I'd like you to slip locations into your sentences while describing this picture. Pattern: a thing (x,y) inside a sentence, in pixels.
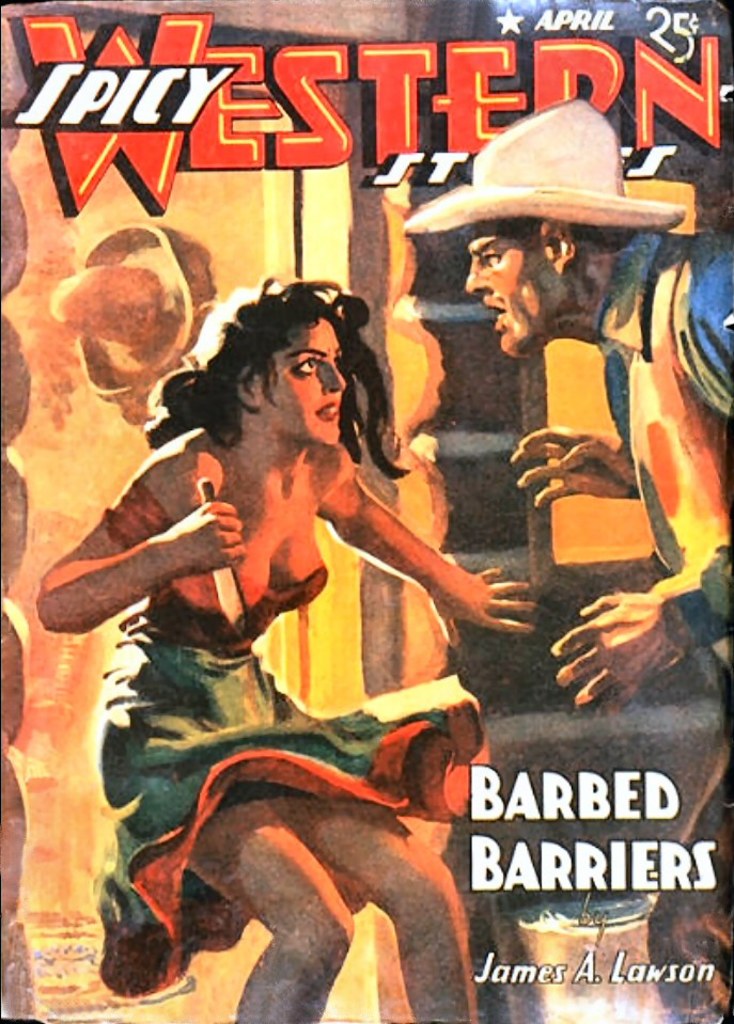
In this image I can see the cover page (343,678) of the book (391,635) in which I can see a woman (292,712) holding a knife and a man (665,296). I can see something is written on the cover page (492,132).
